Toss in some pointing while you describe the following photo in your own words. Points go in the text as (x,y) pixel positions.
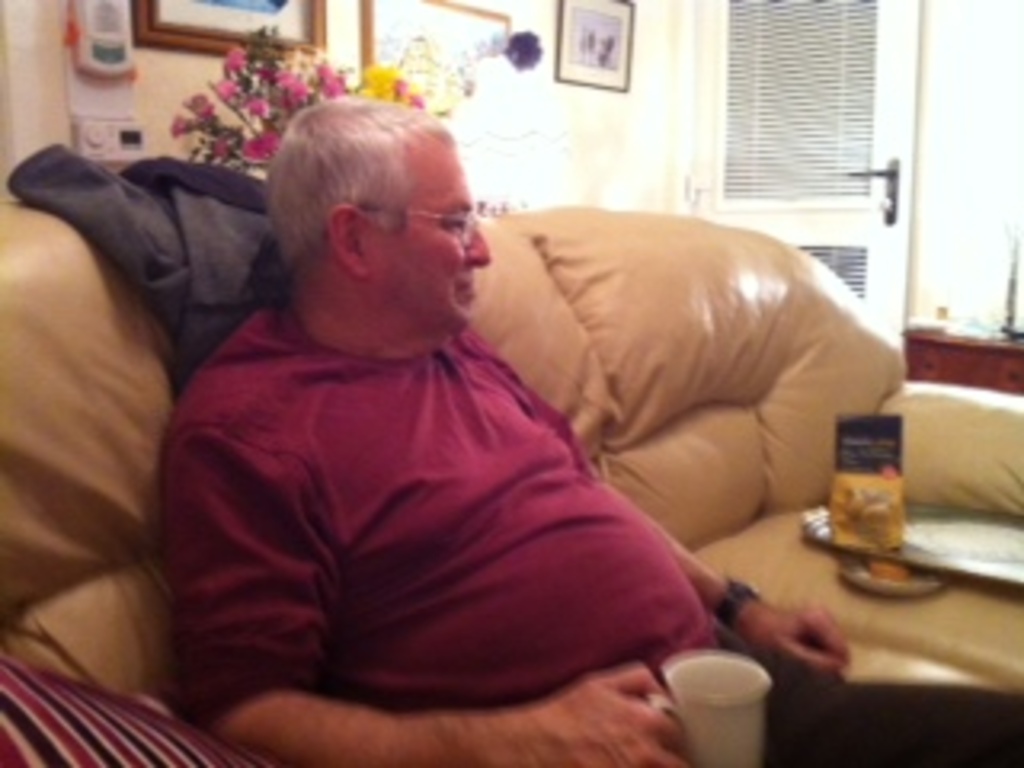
In this image I can see a person (346,490) sitting on the couch (793,534) and the person (547,445) is wearing red shirt (538,443), black pant (819,734) and holding a cup (691,664). The couch (692,486) is in cream color. Background (165,91) I can see few flowers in pink and yellow color and few frames (221,29) attached to the wall (632,174).
